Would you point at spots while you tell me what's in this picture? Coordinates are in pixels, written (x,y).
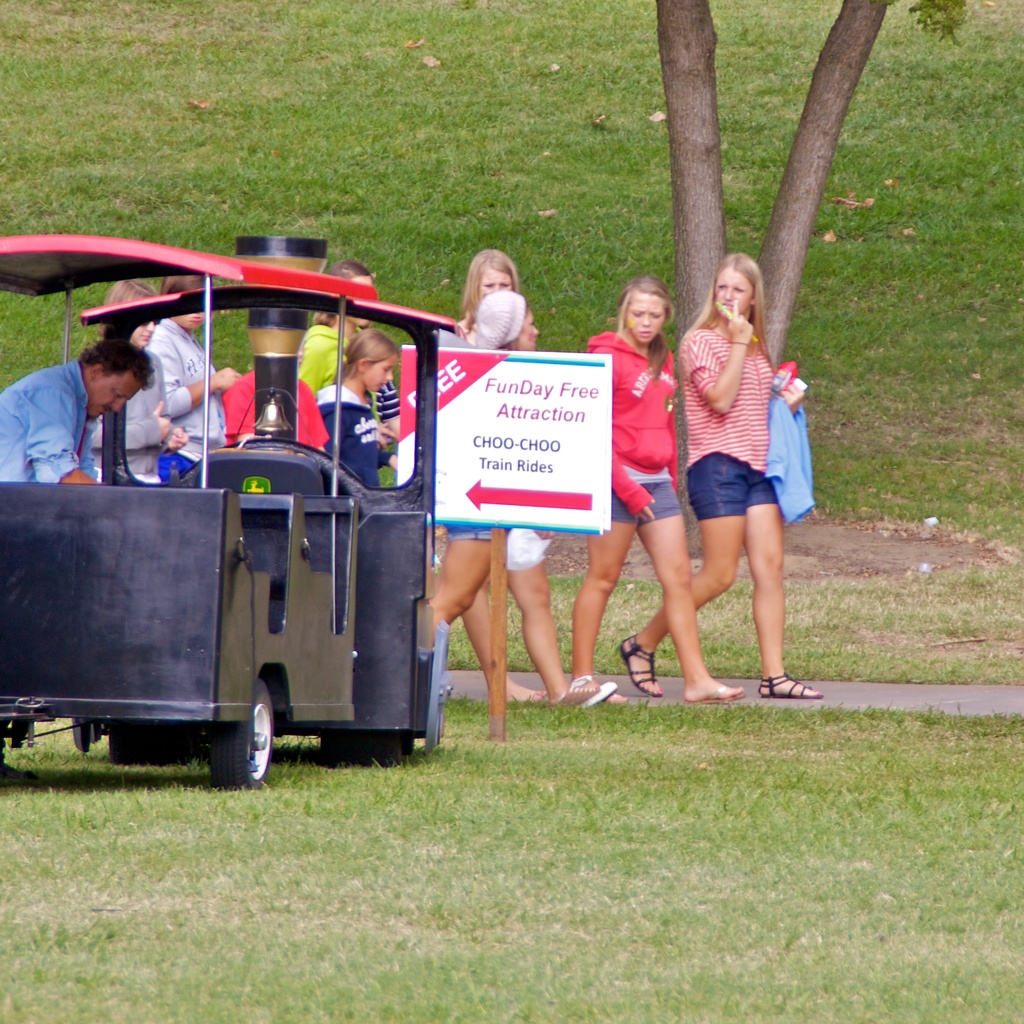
In this image there are persons (652,401) walking in the center (671,573) and on the left side (14,457) there is a man (28,476) and there is a vehicle (236,556) which is black in colour, and there is a board (508,443) with some text (516,432) written on it. On the ground (455,160) there is grass (539,158) and there is a tree (796,147).
